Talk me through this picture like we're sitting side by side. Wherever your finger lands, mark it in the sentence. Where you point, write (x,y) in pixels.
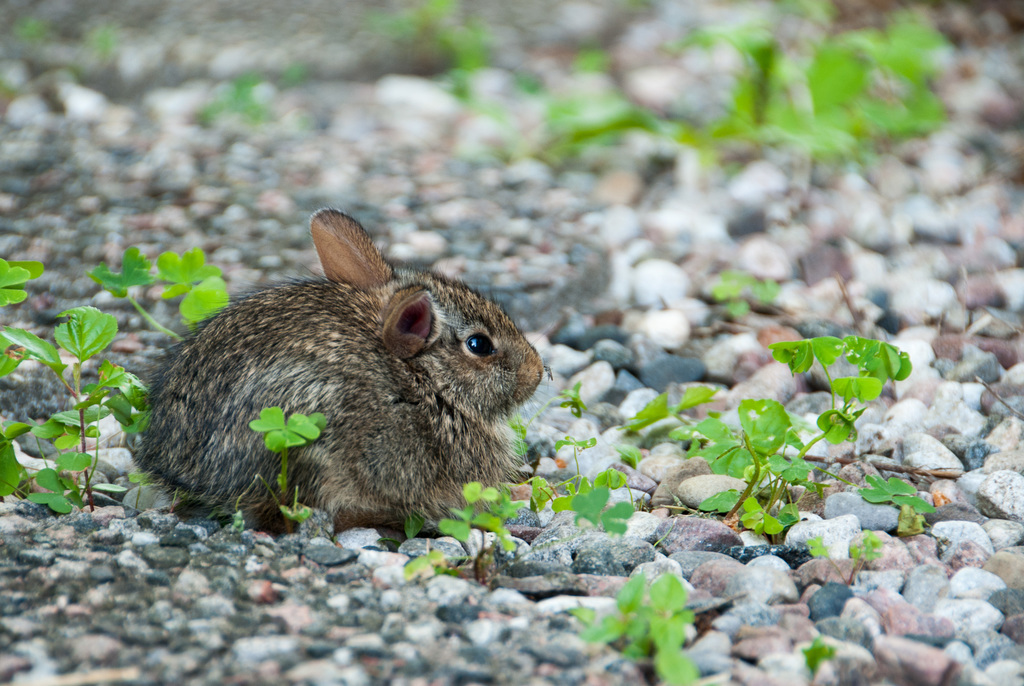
In this image we can see a small rabbit (378,392) on the surface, and there are few baby plants (204,304) beside the rabbit (336,364).
